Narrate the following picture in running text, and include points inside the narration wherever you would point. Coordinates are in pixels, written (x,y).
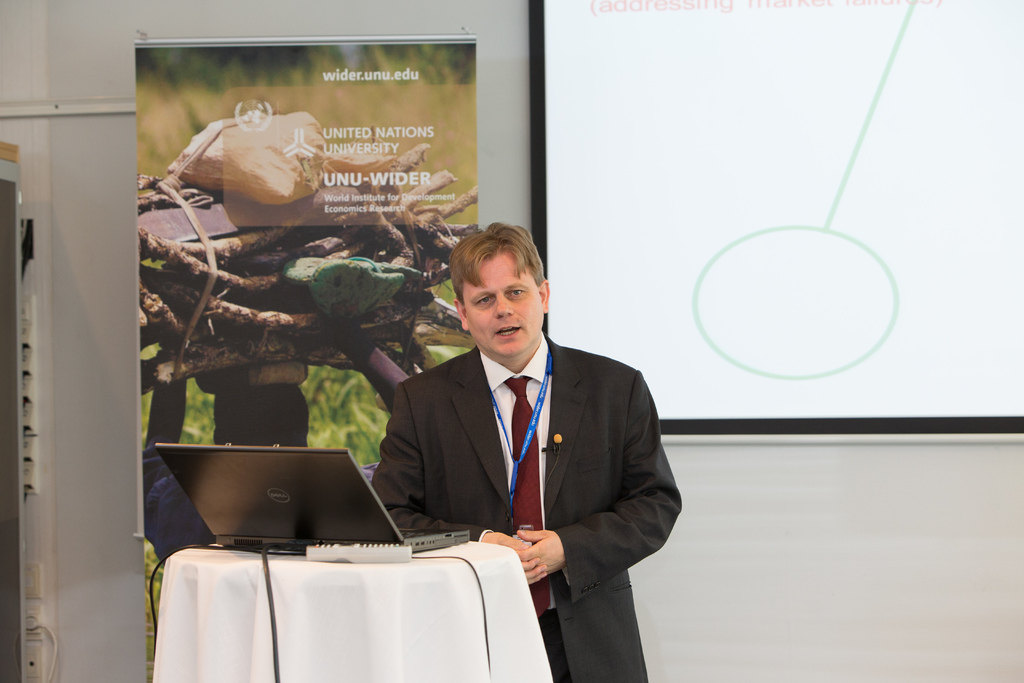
In the foreground of this image (571,505), there is a man (576,533) in suit (600,594) is standing near a table (345,610) on which a white cloth (349,580), remote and laptop (365,506) are placed. In the background (770,277), there is a screen (752,148), banner (229,315) and the wall (93,282).
